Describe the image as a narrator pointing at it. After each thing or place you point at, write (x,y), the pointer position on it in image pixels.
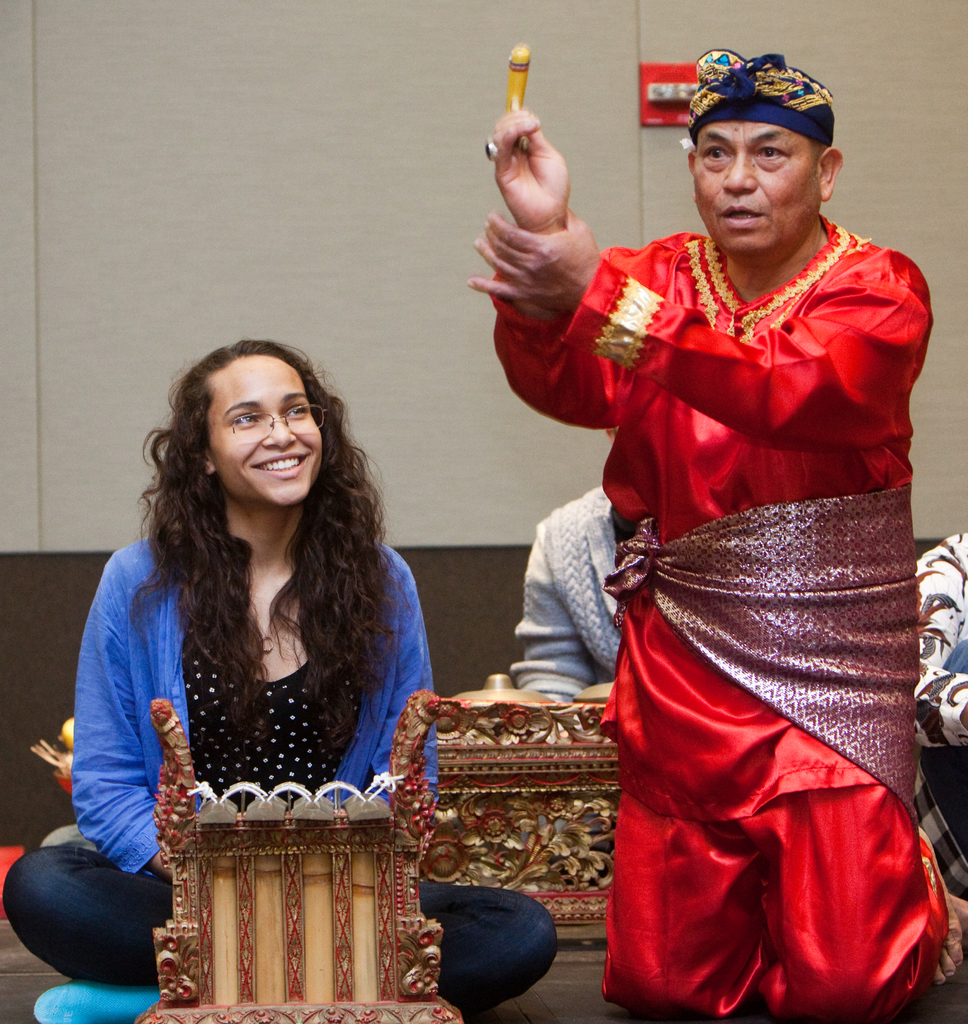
In this image I can see a man (694,393) wearing red color dress (733,425) and sitting on the knees (667,1019). Beside this man (656,637) there is a woman (169,679) wearing blue color jacket (128,770), sitting on the floor (541,995) and smiling by looking at this man (649,277). In front of her there is an object (354,823). In the background (948,613), I can see two more persons (579,595). On the top of the image (257,194) I can see a wall (283,114) to which a red color board (659,84) is attached.
